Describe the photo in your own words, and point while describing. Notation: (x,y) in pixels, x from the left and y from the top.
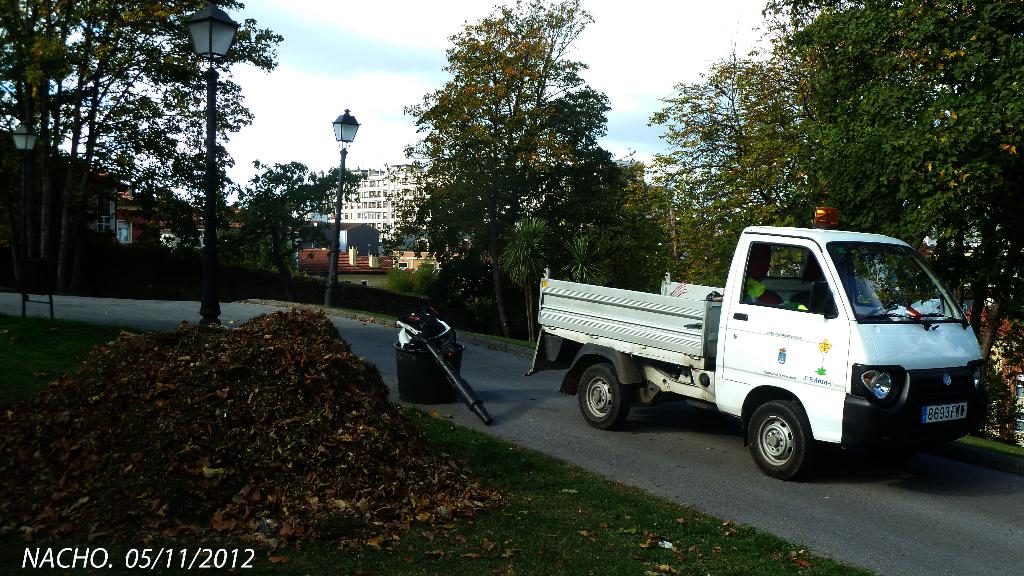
In this image on the right (744,362) there is a vehicle (770,371) on the road (773,495). On the left (312,477) there are many dry leaves (288,467). In the middle (407,238) there are trees (457,164), street light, buildings (374,205), sky (395,70) and clouds (654,28).
